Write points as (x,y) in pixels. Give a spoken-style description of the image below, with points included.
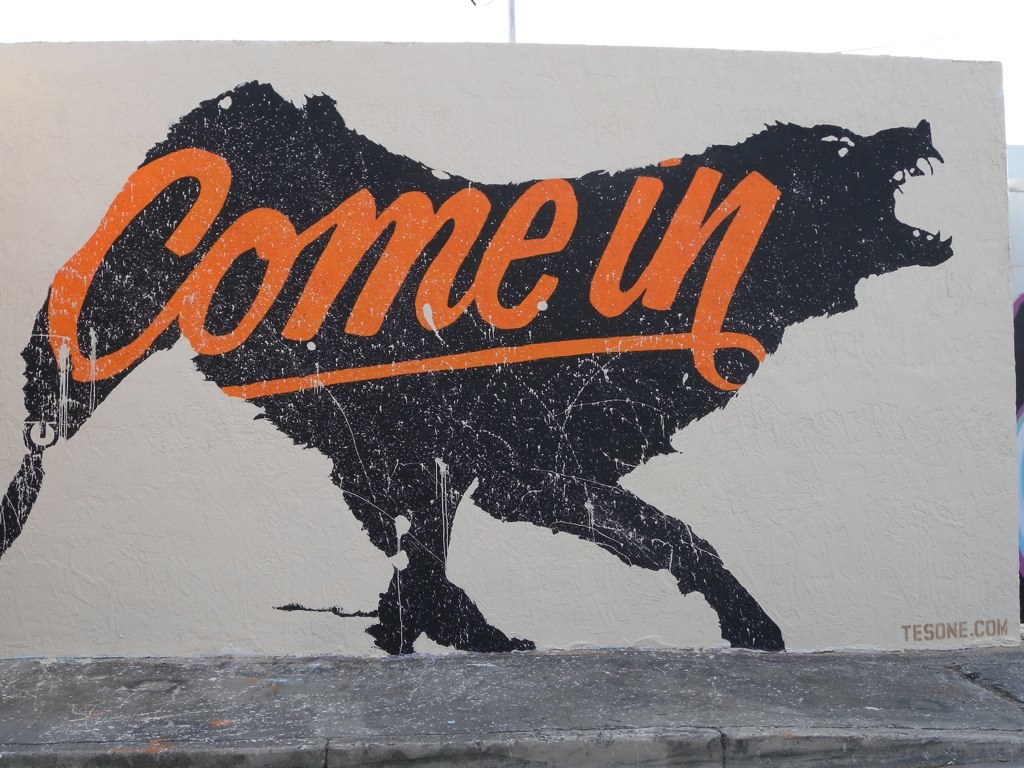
In the center of the image (578,369) we can see the wall (624,376). On the wall (532,326), we can see some painting (487,384), in which we can see one animal (400,417). And we can see some text (476,282) on the wall (502,257). At the top of the image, we can see one pole (516,10). And on the right side of the image (1021,479), we can see some object (1020,360).
